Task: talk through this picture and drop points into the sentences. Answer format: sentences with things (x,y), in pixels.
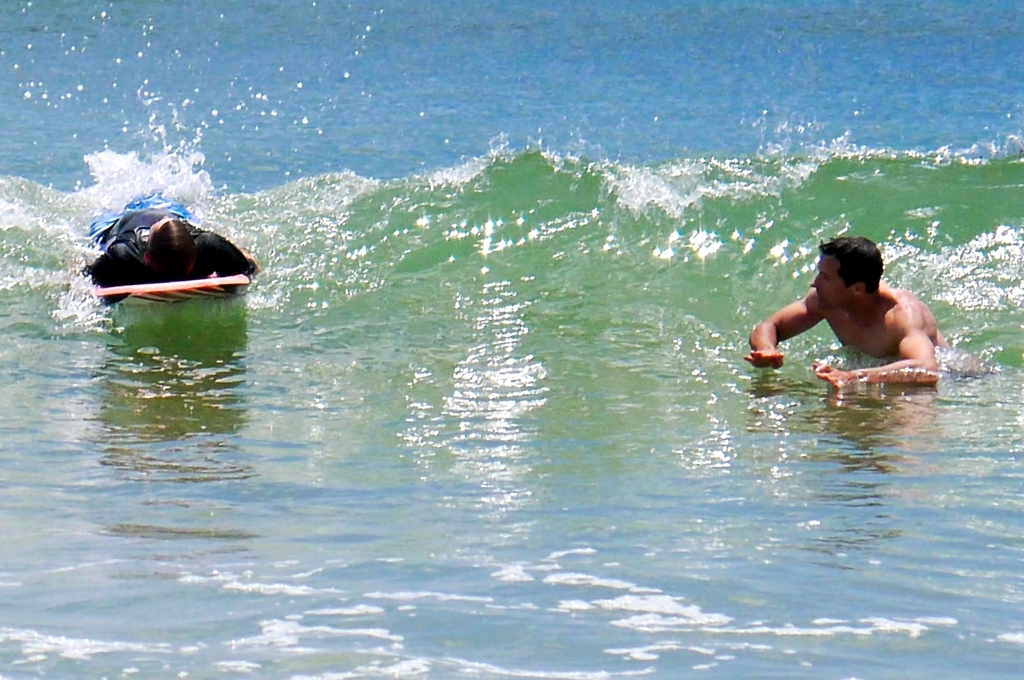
In this image there are two persons (134,265) swimming in a sea (791,164).
